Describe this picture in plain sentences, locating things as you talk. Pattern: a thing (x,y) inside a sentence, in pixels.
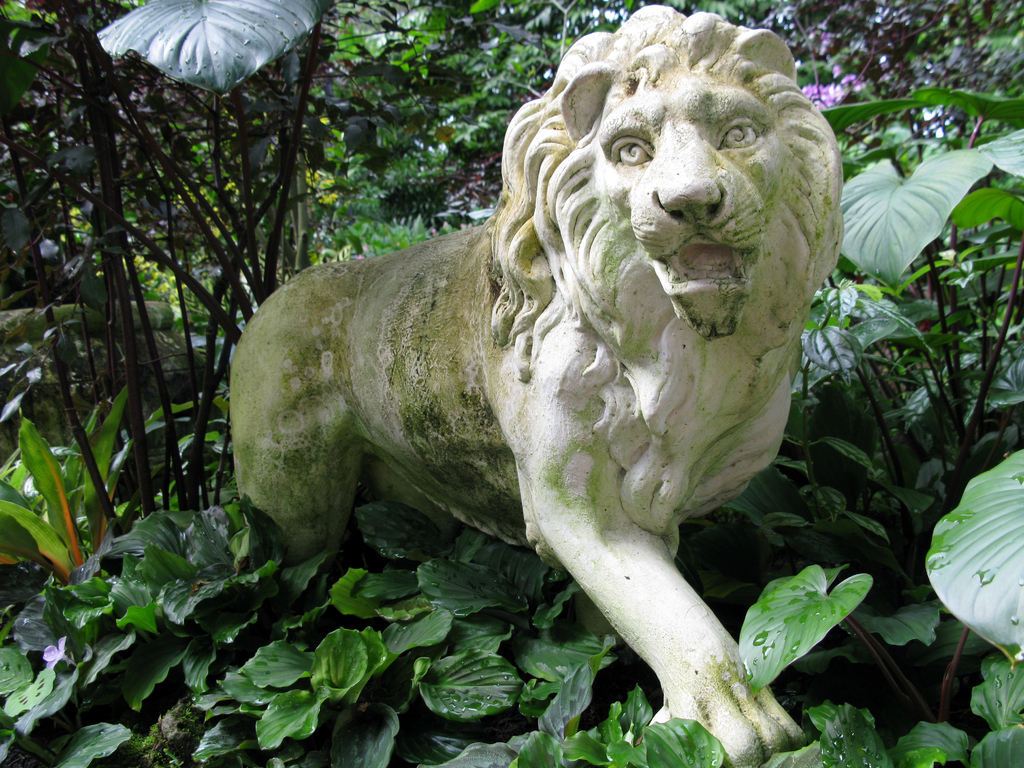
In this image we can see a statue of lion (540,369) which is in white color and at the background of the image (196,184) there are some plants (407,63) and trees (510,58).
